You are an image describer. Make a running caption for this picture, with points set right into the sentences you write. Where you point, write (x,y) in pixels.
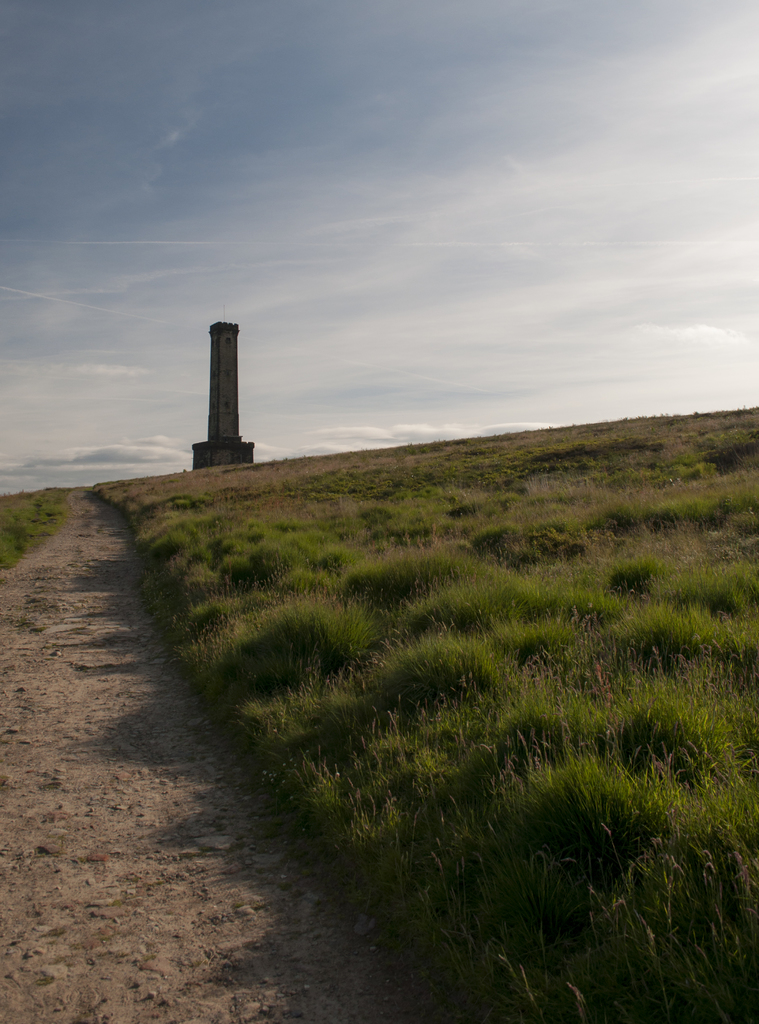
In this image there is grass (476,527), and sand (119,560) at the bottom (117,866) there is walkway (107,931). And in the background (219,373) there is one tower (223,345), at the top (346,172) there is sky (377,162).
